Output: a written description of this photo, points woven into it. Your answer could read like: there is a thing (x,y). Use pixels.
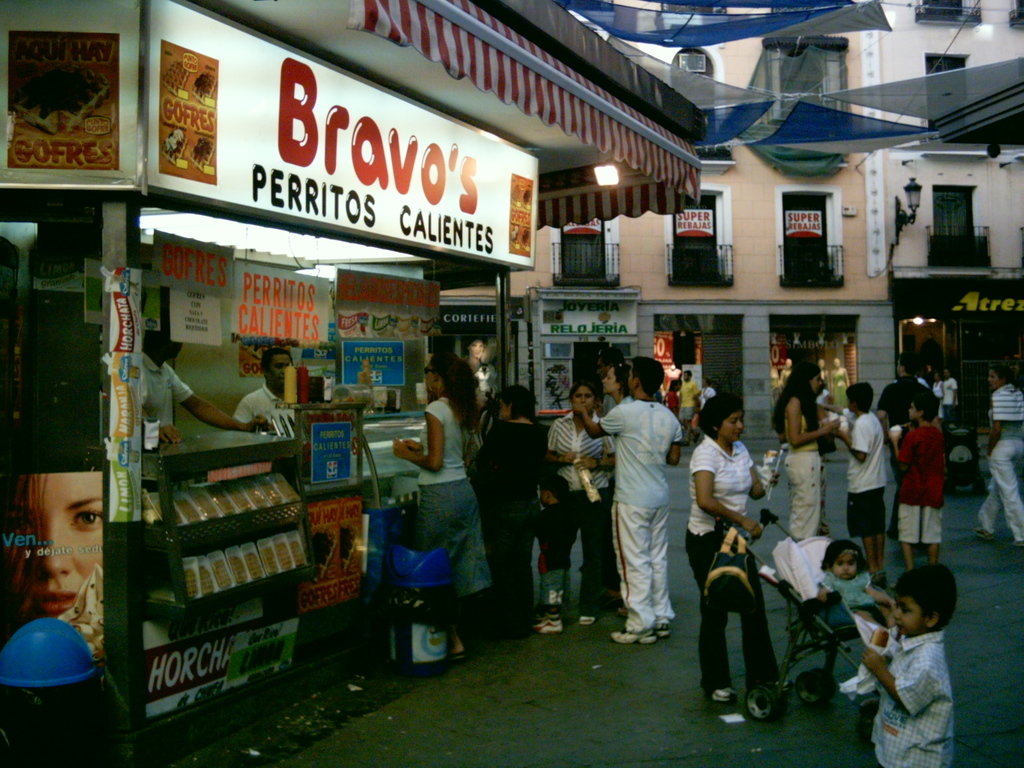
In the image there is a food store (236,487) and in front of the store (223,481) there are many people (618,411), in the background (741,156) there is a building (692,207) and under the building (712,314) there are some other stores (823,356).
